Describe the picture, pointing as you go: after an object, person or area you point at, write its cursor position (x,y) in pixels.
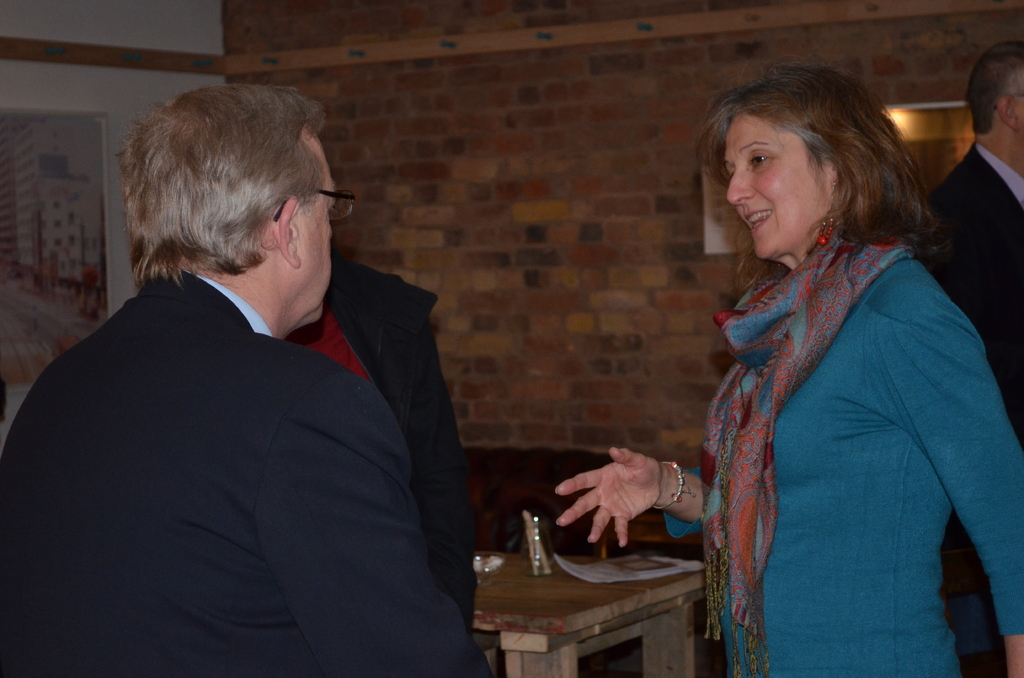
This is the picture inside of the room (489,365). There is a woman (833,254) with blue shirt (865,474) is standing and talking and there is a man (299,224) with black suit (151,384) is listening. At the back (503,271) there's a wall (467,202). There are glasses (482,566), papers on the table (527,640). At the left (43,139) there is a frame (43,180) on the wall (101,81).
